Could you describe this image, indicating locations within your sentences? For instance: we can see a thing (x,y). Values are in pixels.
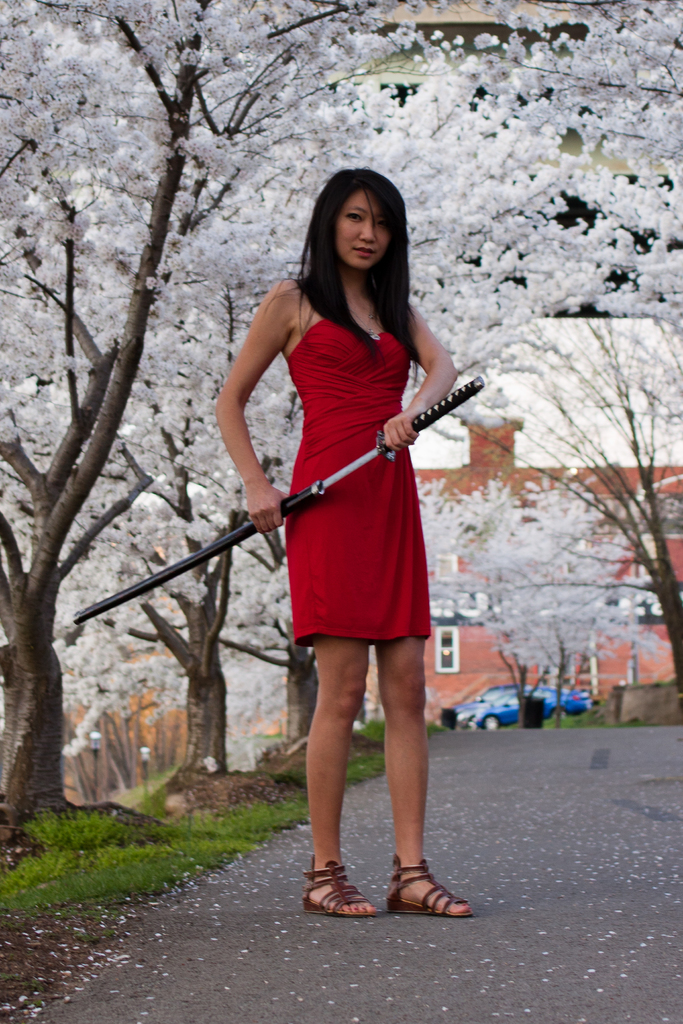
In this picture there is a girl (386,426) who is wearing red dress (356,515) and holding a sword (416,430). She is standing on the road (537,916). Here we can see many trees (642,579), on that we can see white color leaves (549,253) or flowers (549,253). On the bottom left corner (53,819) we can see grass (193,865). In the background (490,723) there is a blue color car (506,722) standing near to the building (528,683). Here it's a sky (541,406).
